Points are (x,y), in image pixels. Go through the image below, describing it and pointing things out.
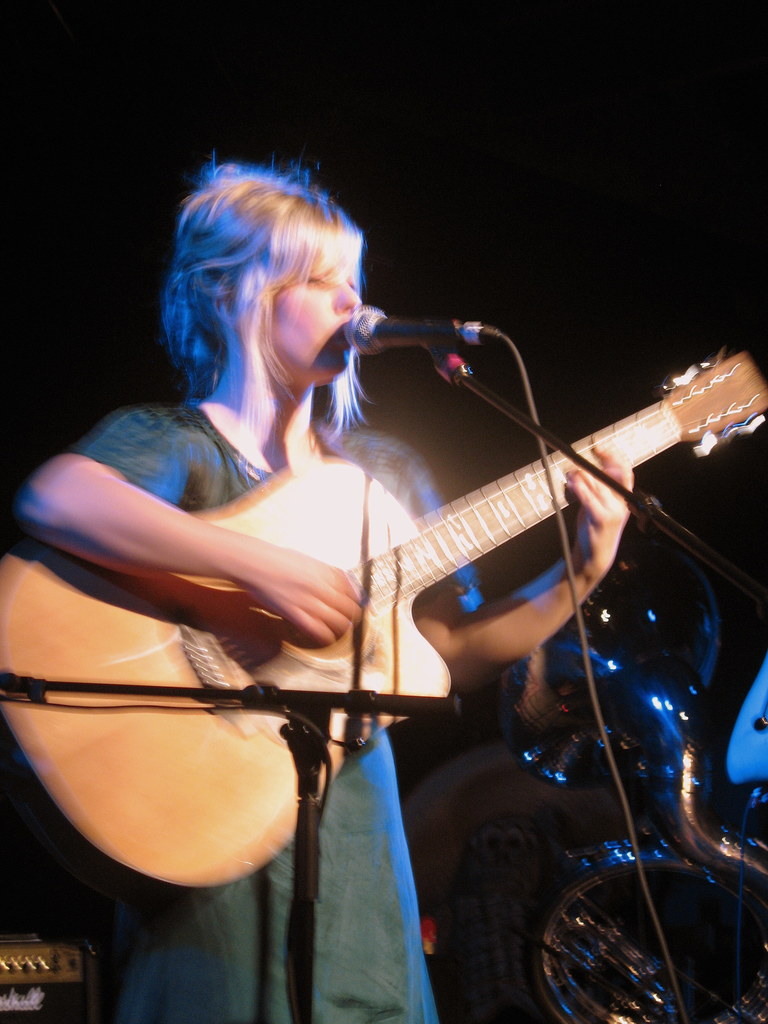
In this image there is a lady (242,480) playing guitar (159,748), in front of her there is a mike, in the background (278,62) it is dark.
